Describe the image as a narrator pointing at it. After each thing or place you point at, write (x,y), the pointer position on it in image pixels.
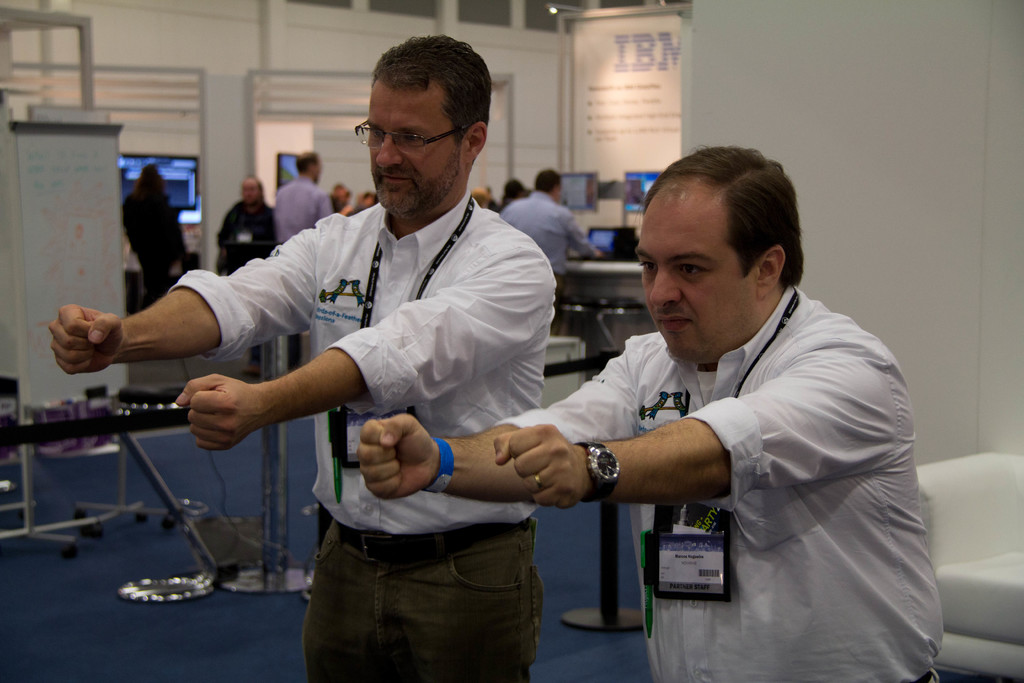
In this image there are many people (504,200) standing. In the foreground (418,322) there are two men (521,380) standing. They are wearing identity cards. They are stretching their hands (511,446) forward. Behind them there are tables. There are screens (638,184) on the tables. In the background (522,56) there is a wall (644,53). There is text (638,67) on the wall (599,86).
